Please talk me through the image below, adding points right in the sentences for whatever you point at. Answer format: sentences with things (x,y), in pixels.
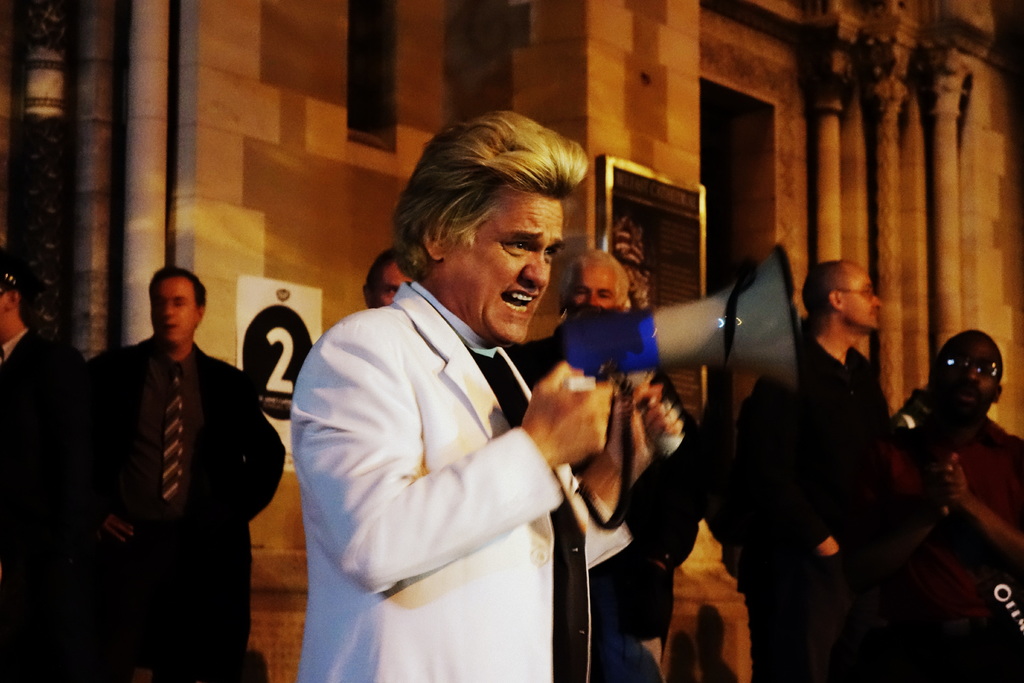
There is one person (417,472) standing and wearing a white color blazer (418,472) and holding a Mic (602,350) at the bottom of this image (463,511). There are some persons (103,393) standing behind this person (377,492). There is a building (335,126) in the background (295,217).
